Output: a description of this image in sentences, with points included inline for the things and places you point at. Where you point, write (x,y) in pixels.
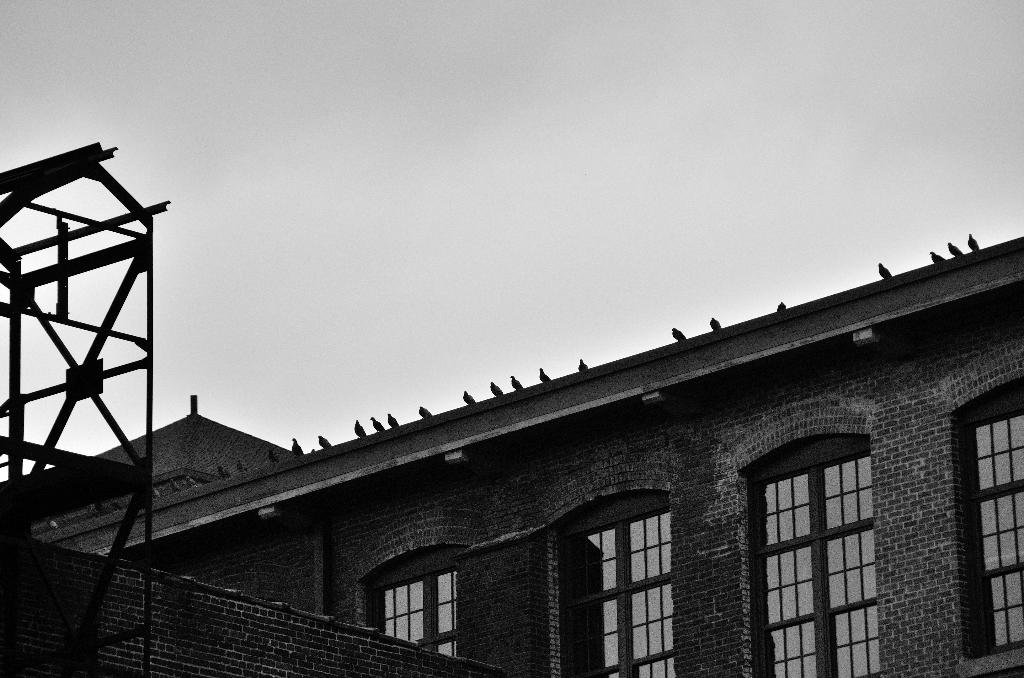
This is a black and white image and here we can see birds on the building (366,507) and there is a stand (148,422). At the top (524,117), there is sky (524,117).
